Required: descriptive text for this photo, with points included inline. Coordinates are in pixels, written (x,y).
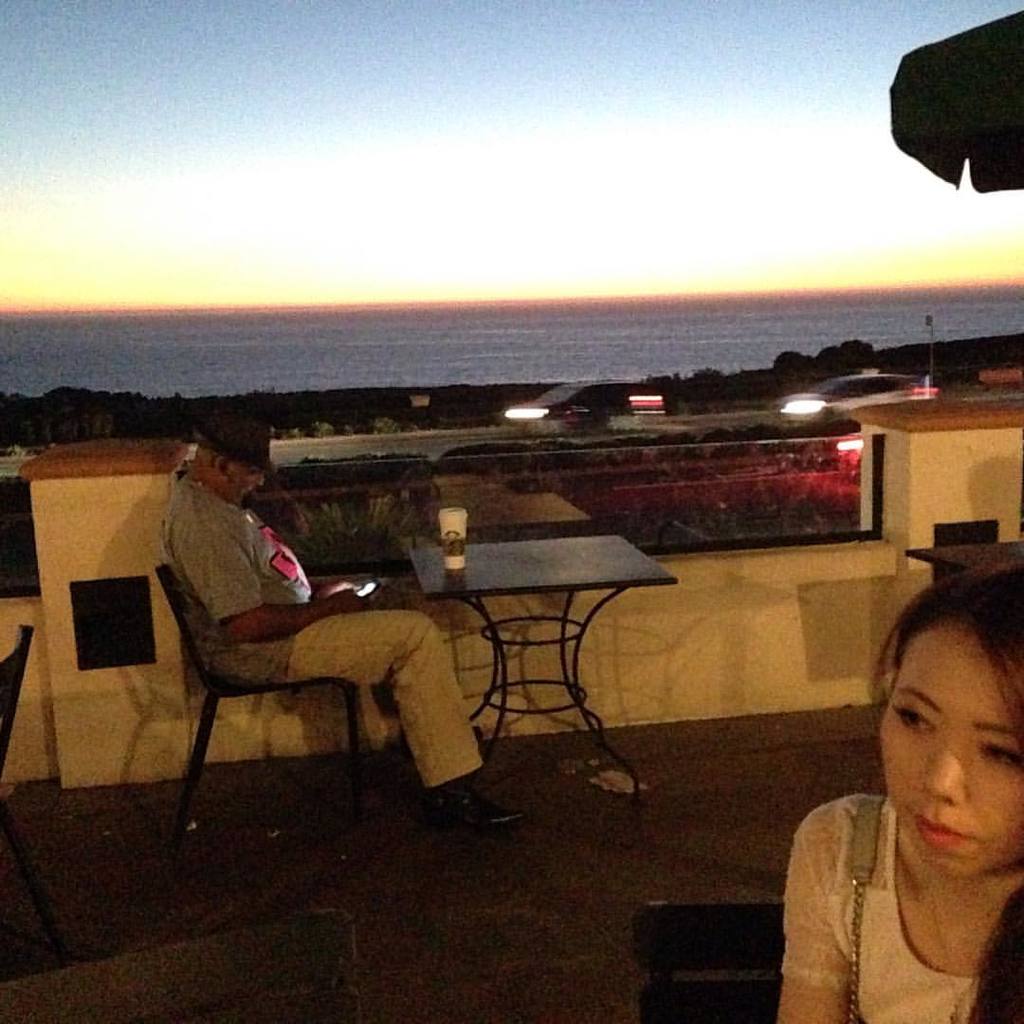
We can see in the image that a man (279,597) sitting on a chair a table (436,587) is in front of him. There is a road (453,438) beside him and a sea (664,343).
